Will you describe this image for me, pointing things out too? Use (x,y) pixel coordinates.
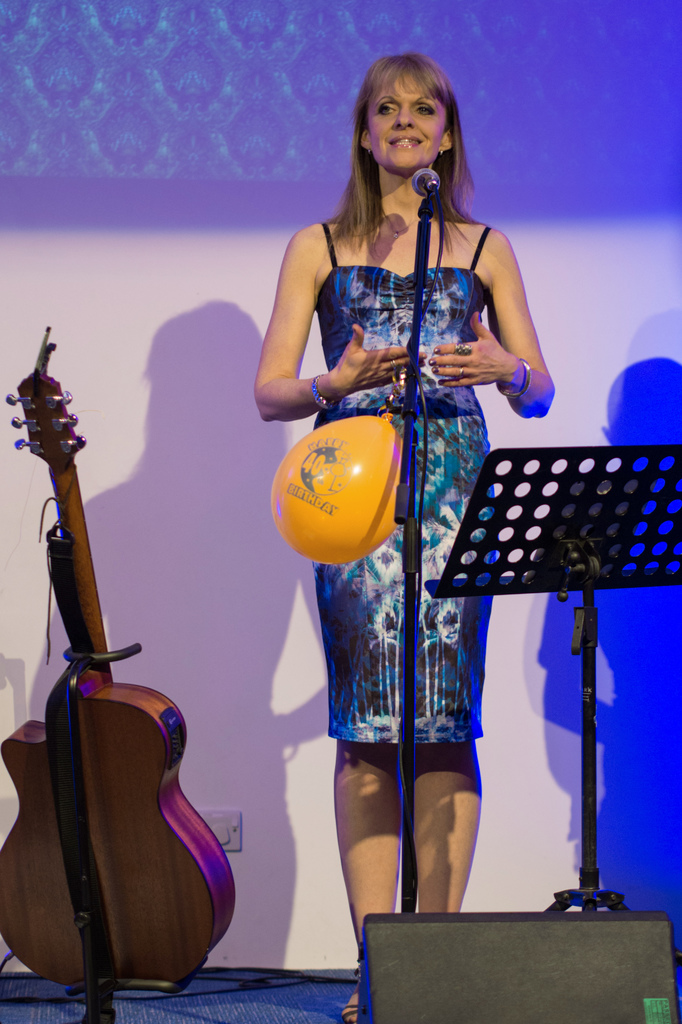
In this image I can see a woman (312,278) in blue dress (485,632) standing in front of a mic (431,197). Here I can see a guitar (209,924).
